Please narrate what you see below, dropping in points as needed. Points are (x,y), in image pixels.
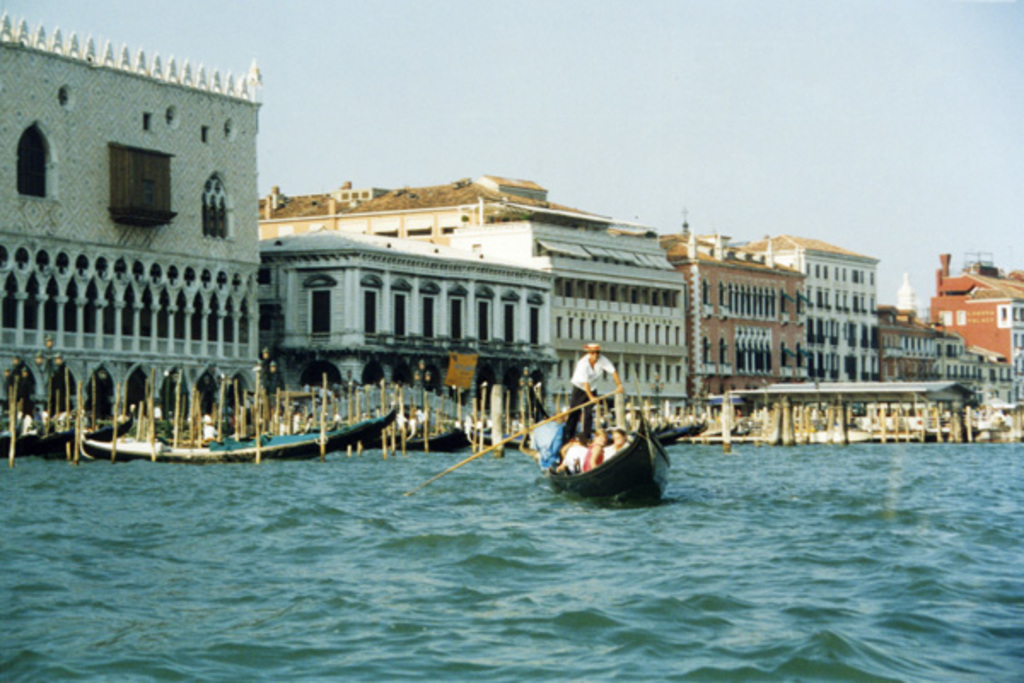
As we can see in the image there is water (303,518), bridge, group of people (584,430), boat (600,473), buildings (671,330) and at the top (687,105) there is sky (624,89).
